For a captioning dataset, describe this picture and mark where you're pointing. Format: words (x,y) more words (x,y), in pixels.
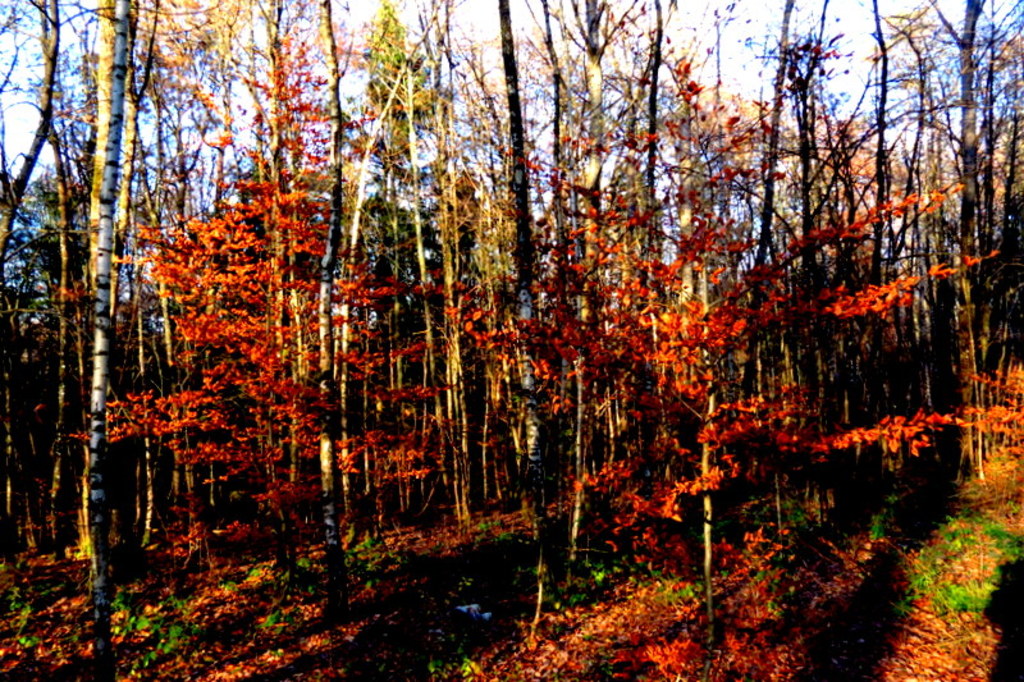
In this image there is the sky (722,73), there are trees (365,315), there are trees (341,249) truncated towards the top of the image (879,34), there are trees (919,205) truncated towards the right of the image (953,244), there are trees (39,269) truncated towards the left of the image (18,199), there is the grass (910,606).
